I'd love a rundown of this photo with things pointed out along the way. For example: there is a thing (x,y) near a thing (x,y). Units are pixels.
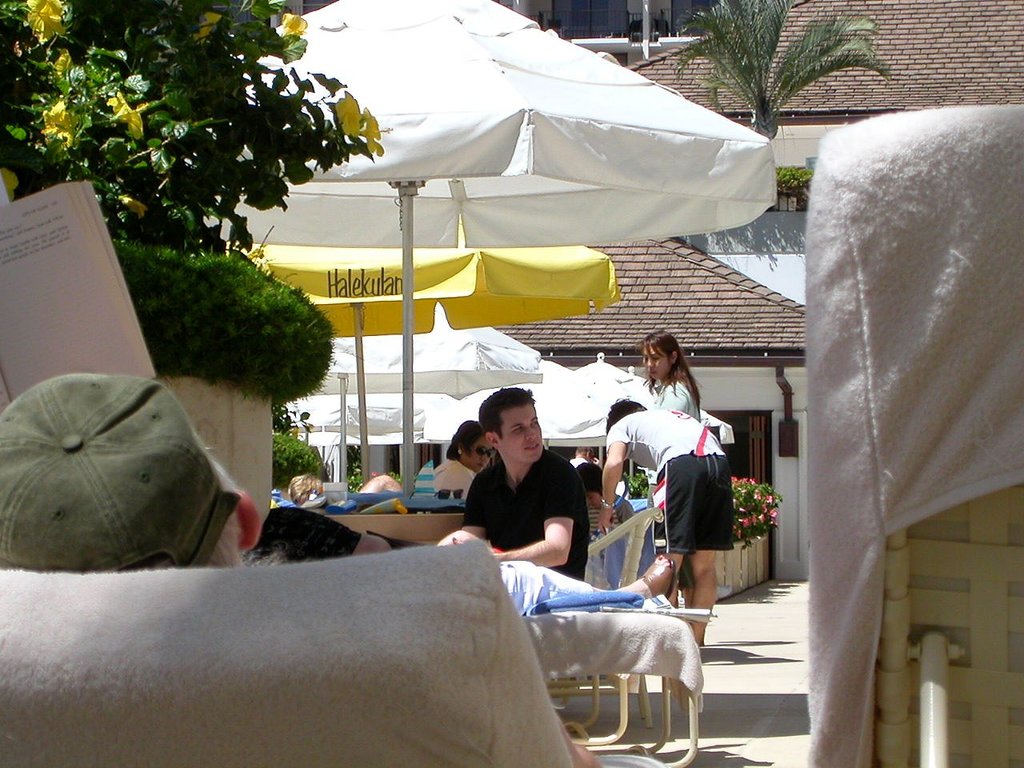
The image is taken on a patio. In the center of the image (510,444) there is a man (540,502) sitting behind him there are people (651,451) standing. At the left (72,531) there is a man (185,471). In the background (713,278) there are buildings (806,141) and trees (238,177).
